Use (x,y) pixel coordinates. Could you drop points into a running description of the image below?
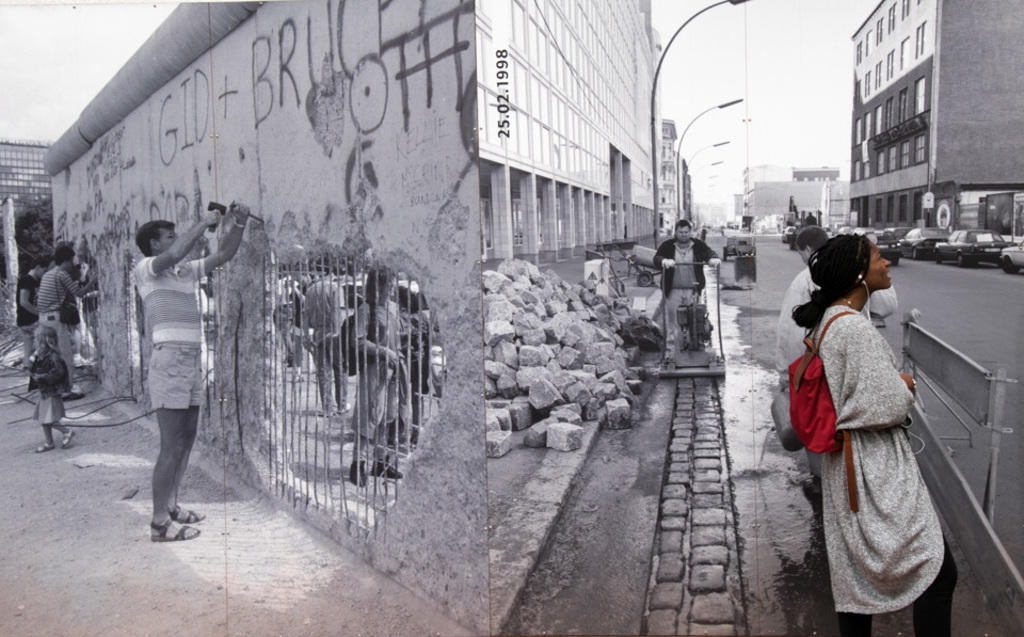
In this image we can see a collage. On the left (182,429) image we can see few people (184,351). Also there is a building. On the right (843,292) image there are few people (809,312). Also there are buildings (651,193) with windows (637,186) and pillars (600,203). And there are light poles (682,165). There are vehicles (982,243) on the road (986,279). In the background (797,111) there is sky (810,69).
